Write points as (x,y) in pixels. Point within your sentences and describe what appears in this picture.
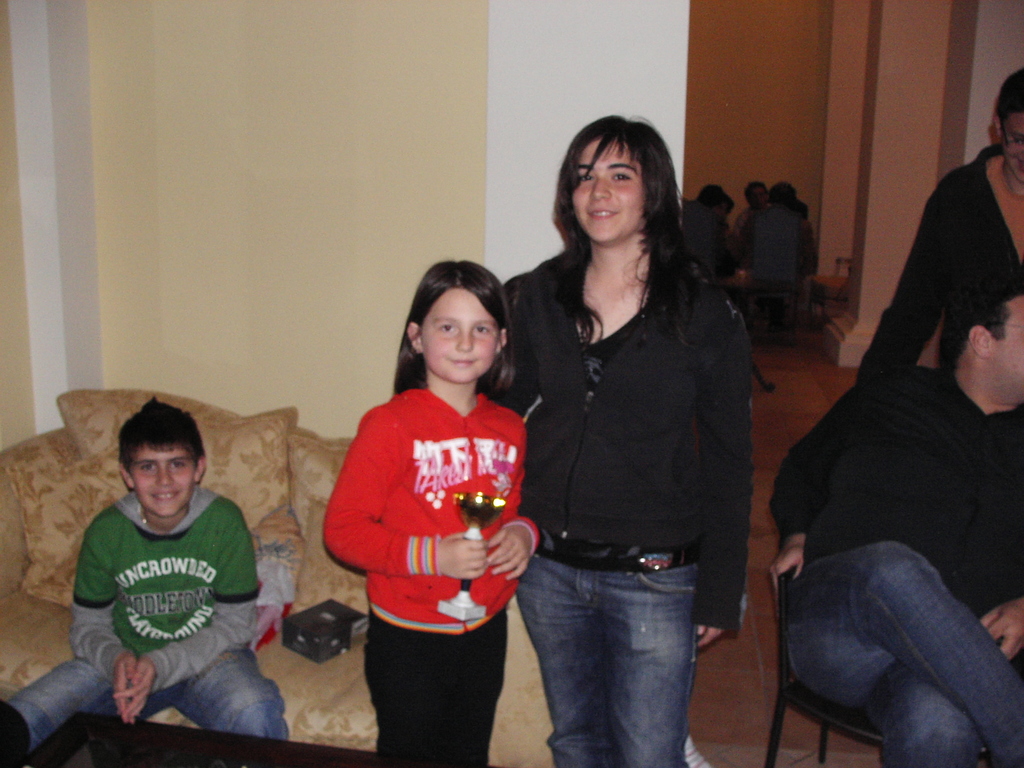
In this picture there are people (660,618), among the few persons (640,634) standing and there is a girl (502,581) holding a trophy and we can see pillows (338,576) and objects (313,643) on a couch (297,597) and table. In the background of the image (708,202) there are people (724,233) sitting and we can see wall (728,87), chairs (791,262) and pillars (847,174).
